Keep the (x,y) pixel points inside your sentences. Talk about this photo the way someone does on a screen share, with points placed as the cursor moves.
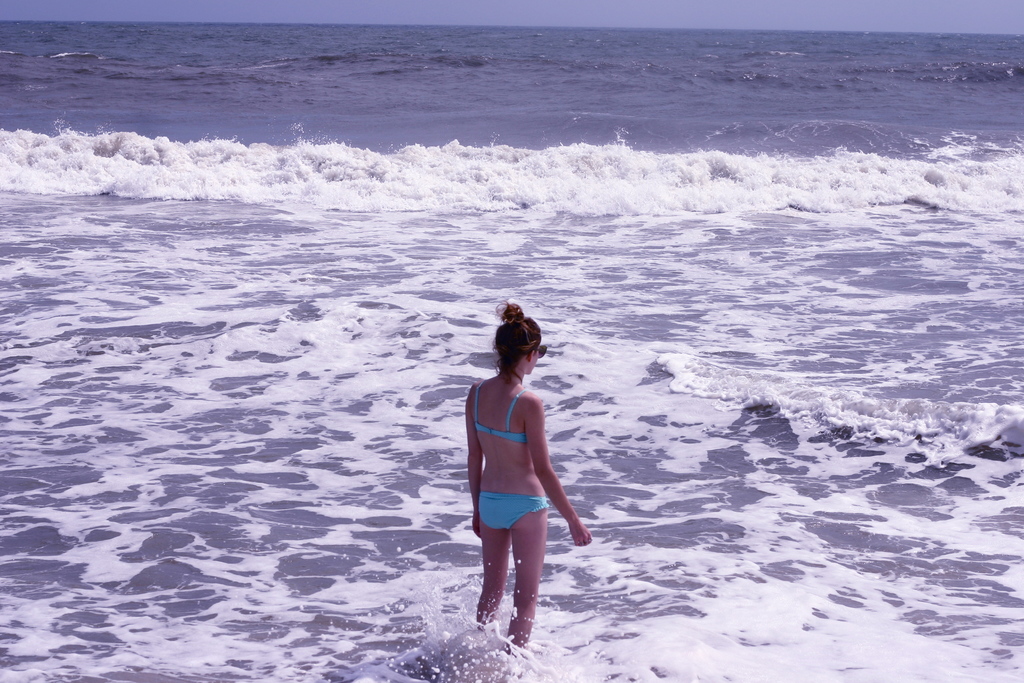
In the image there is a woman (527,578) standing in the water (472,573) of a sea (400,177).
